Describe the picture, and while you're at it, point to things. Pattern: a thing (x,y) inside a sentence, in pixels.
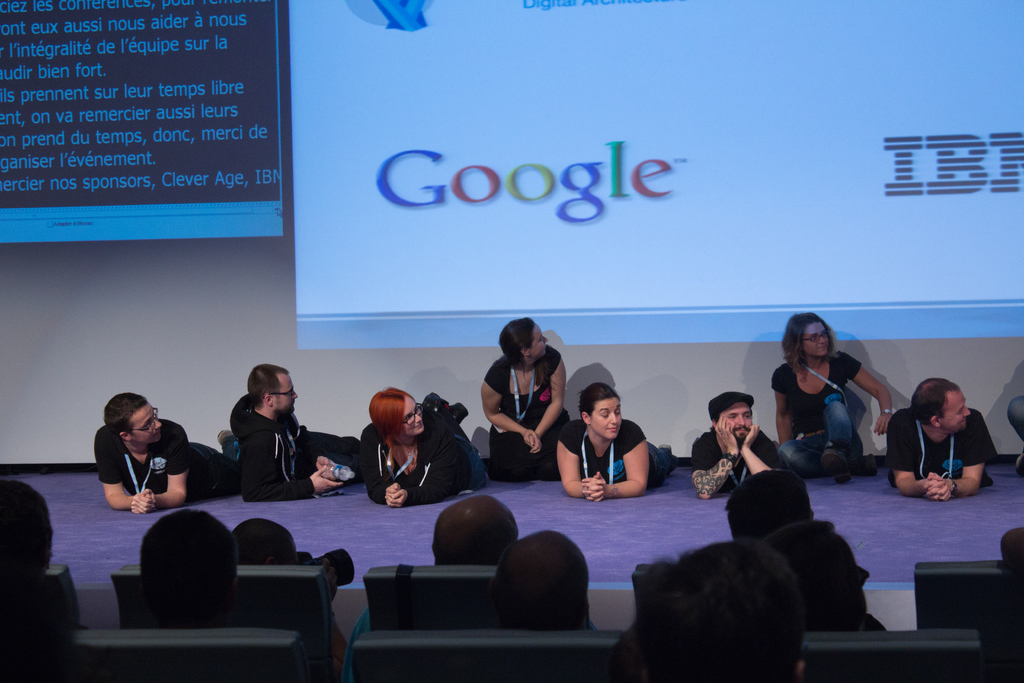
This picture is taken inside the room (977,394). In this image, we can see a group of people (508,529) sitting on the chair (560,666). In the background (982,195), we can see a screen (426,123) with some pictures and text (213,137) written on it.
